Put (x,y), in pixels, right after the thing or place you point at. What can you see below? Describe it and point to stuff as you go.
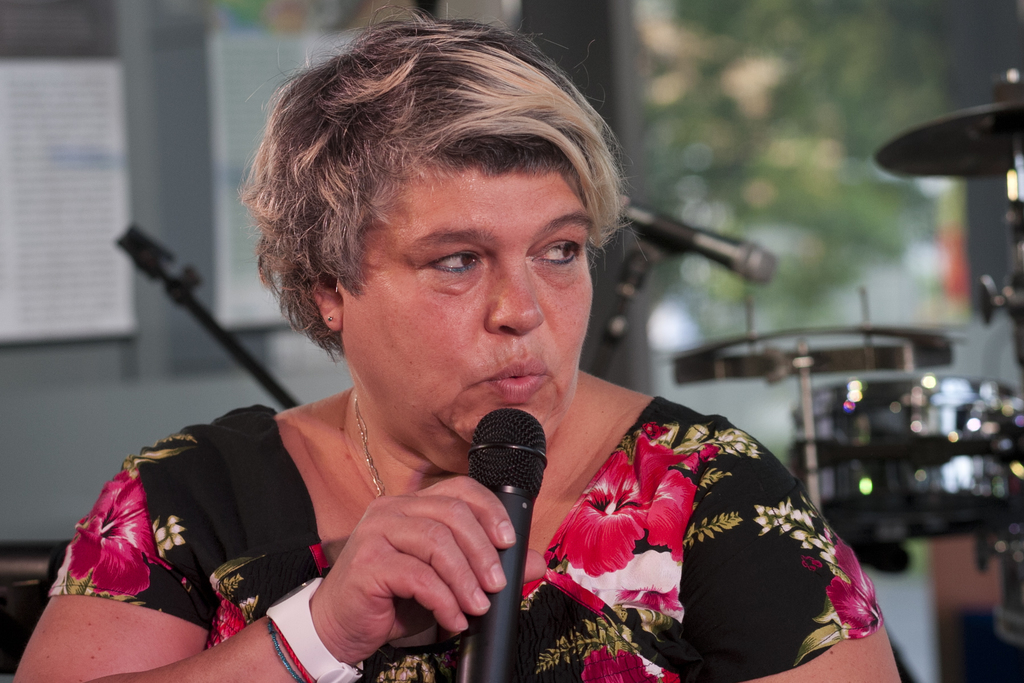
In this image, There is a woman (316,532) holding a microphone (500,624) which is in black color and she is speaking in the microphone (508,475), In the background (745,369) there are some music instruments (823,353) and there is a green color tree (669,203).
